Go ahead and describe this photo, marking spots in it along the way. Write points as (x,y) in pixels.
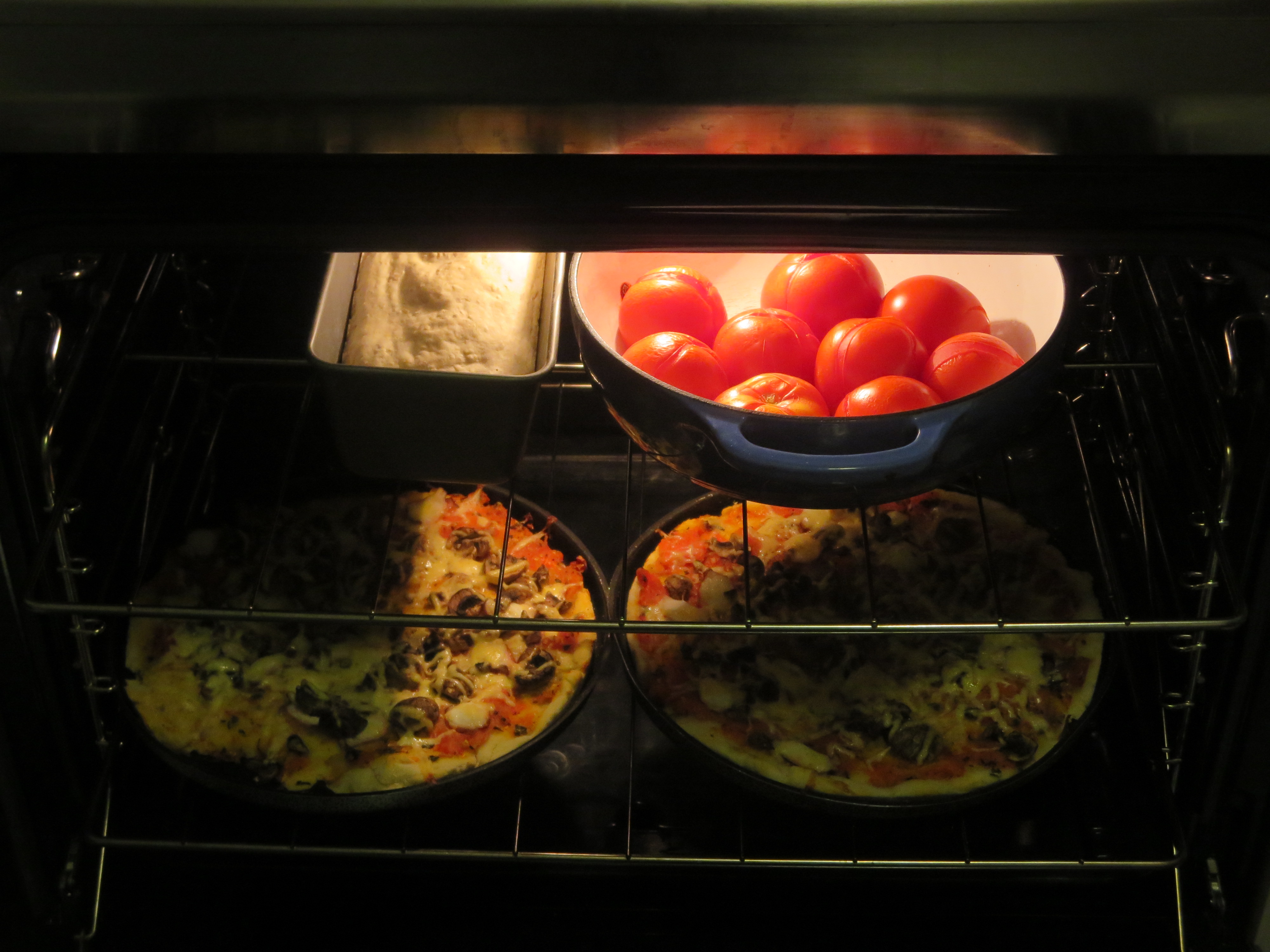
In this image we can see different kinds of food items (653,557) placed in the oven (298,455).
